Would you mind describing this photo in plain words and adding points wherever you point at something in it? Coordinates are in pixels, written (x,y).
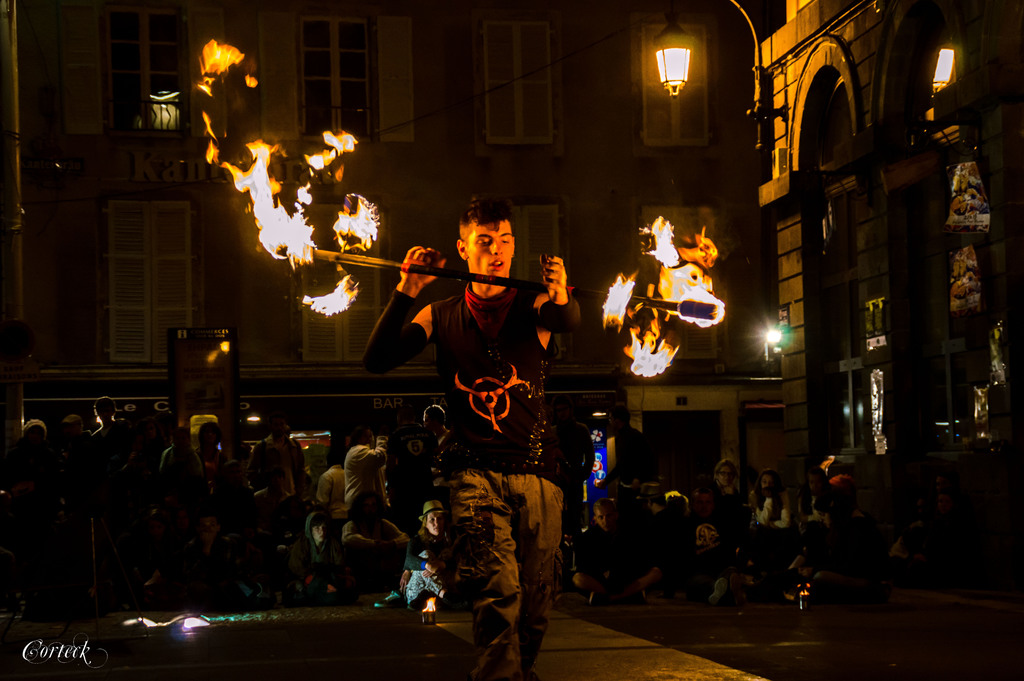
This image is taken outdoors. In the background (434,512) many people (293,456) are sitting on the ground (236,647). There are a few walls (216,267) with windows (158,73), lamps (743,15) and a door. In the middle of the image (566,274) a man (486,660) is walking on the street (578,647) and he is holding a stick (279,253) with fire (618,304). At the bottom of the image (159,658) there is a street (369,644).
